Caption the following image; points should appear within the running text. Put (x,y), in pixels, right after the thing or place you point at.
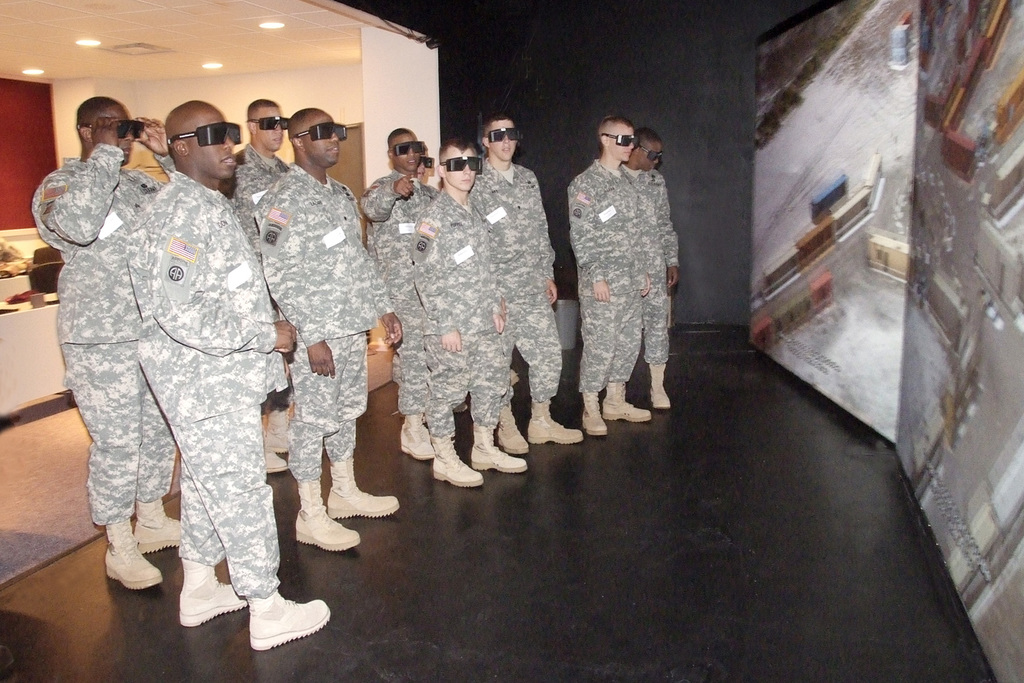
On the left side (128,317) a group of Army men (129,301) wore dresses (311,445), shoes (271,446), goggles (329,138) and looking at the right side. On the left side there are ceiling lights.
